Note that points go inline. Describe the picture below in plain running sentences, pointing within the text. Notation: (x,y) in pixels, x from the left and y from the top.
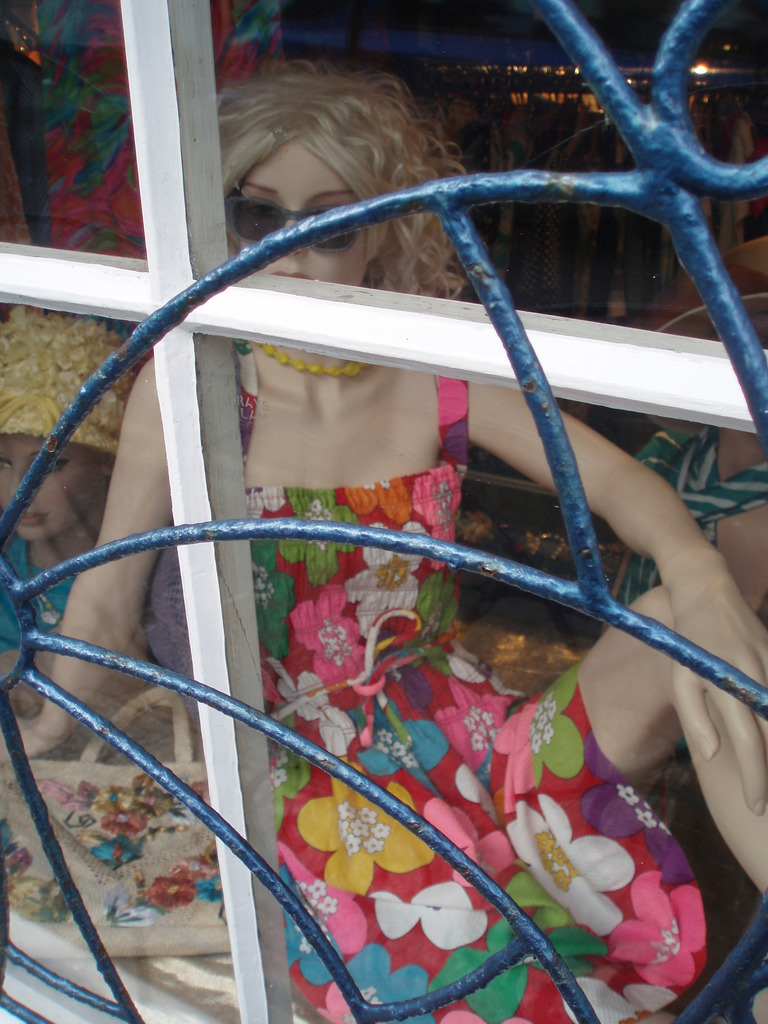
In this image I can see the metal railing (452,857) and the glass (366,711). Through the glass (563,108) I can see few mannequins (271,750) with dresses (458,646) and I can see the black background.
